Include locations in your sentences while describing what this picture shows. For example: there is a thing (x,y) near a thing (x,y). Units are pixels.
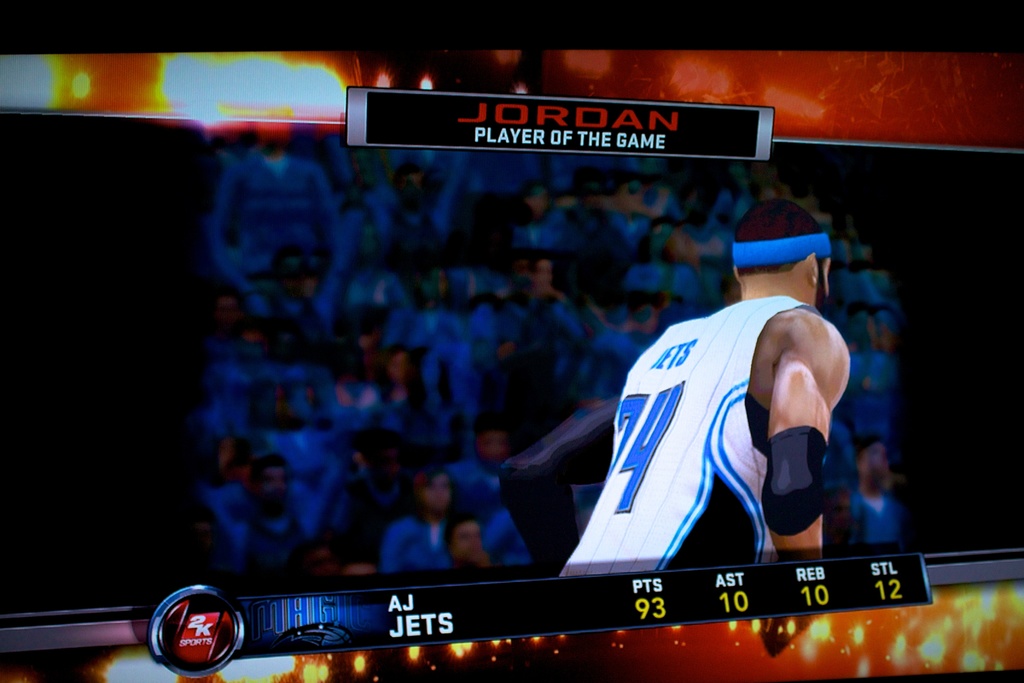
In this picture, we can see an animated person (711,395) in the white t shirt (682,442) on the screen (698,420) and in front of the man (740,397) there are groups of animated people (435,397).
